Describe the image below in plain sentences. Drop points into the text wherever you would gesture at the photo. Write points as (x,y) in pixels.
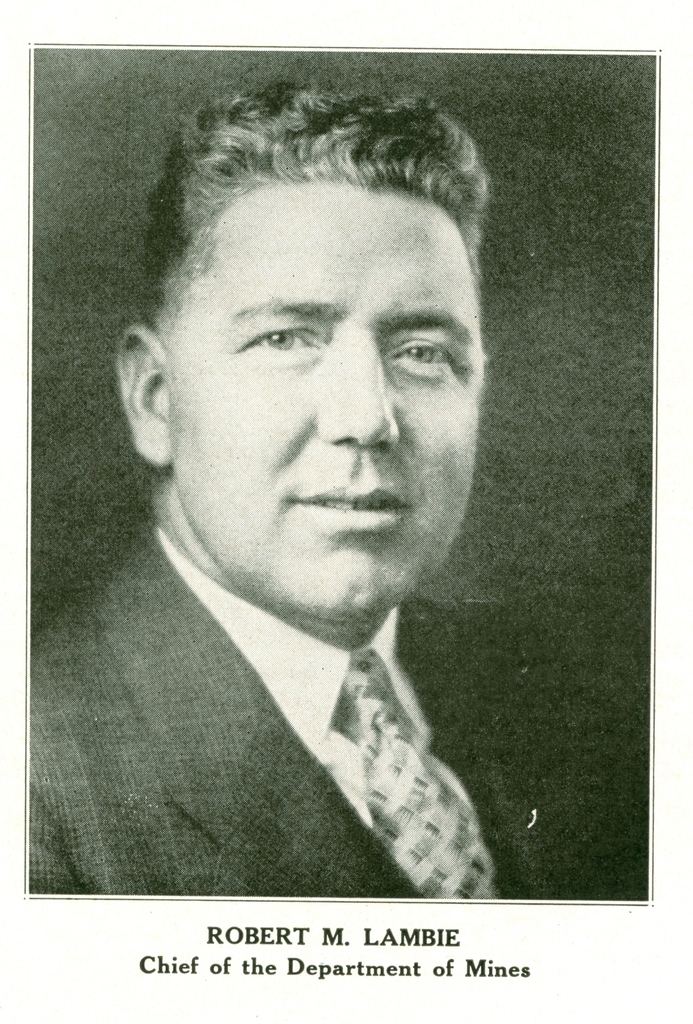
In this picture we can see a man (140,802) wore a blazer (169,646), tie (448,798), smiling and at the bottom of this picture (409,963) we can see some text (449,963).
